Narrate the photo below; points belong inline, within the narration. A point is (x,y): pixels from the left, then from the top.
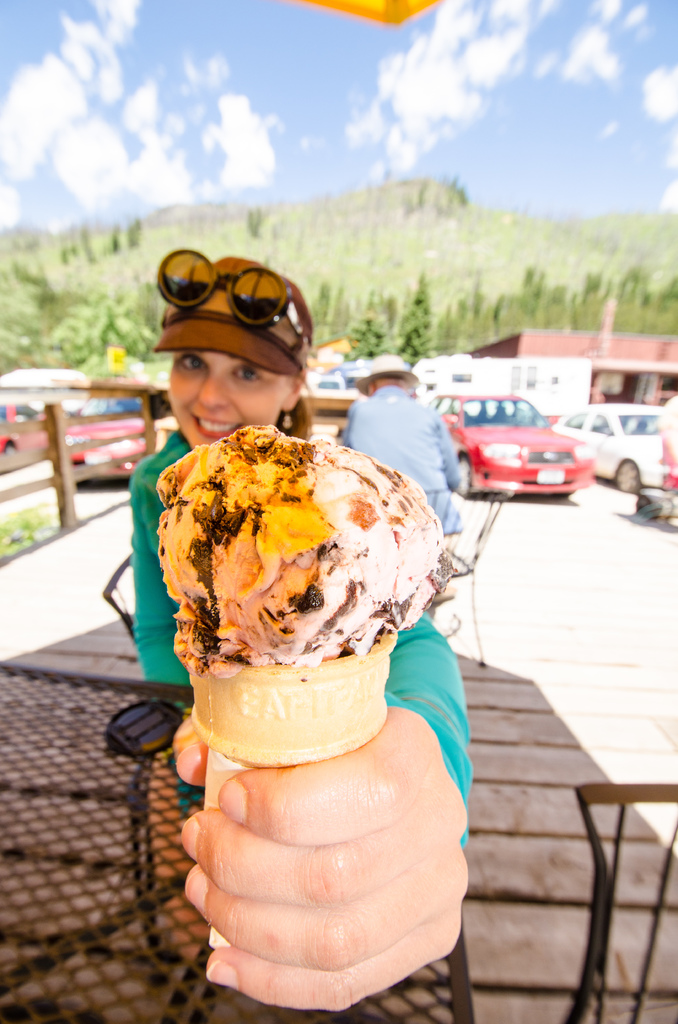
This picture is clicked outside. In the foreground (152,643) we can see a person (154,492) holding an ice cream (265,678), smiling and seems to be sitting and we can see the mesh (105,900) and some metal objects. In the background (438,483) we can see a person (381,443) seems to be sitting and we can see the group of vehicles (540,411), houses (625,336), trees (584,284), sky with the clouds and some other objects (145,437).
